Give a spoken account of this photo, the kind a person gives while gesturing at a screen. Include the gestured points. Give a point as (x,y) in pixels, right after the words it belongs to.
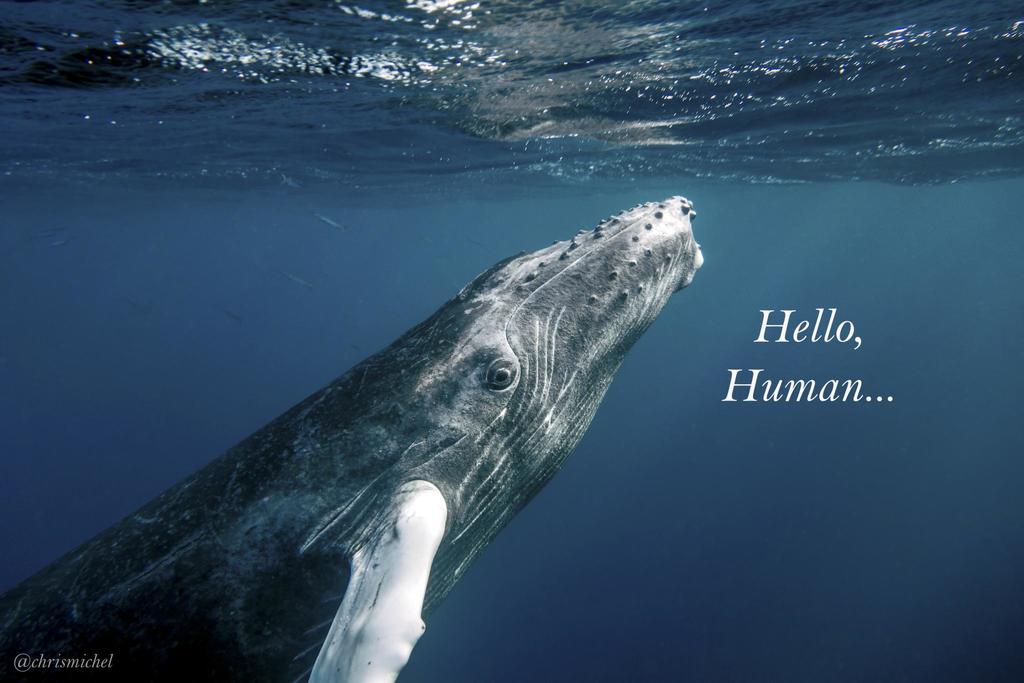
In this image we can see a poster (665,102). On this poster (709,397) we can see picture (549,451) of an animal (370,433), water (341,234), and text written on it.
